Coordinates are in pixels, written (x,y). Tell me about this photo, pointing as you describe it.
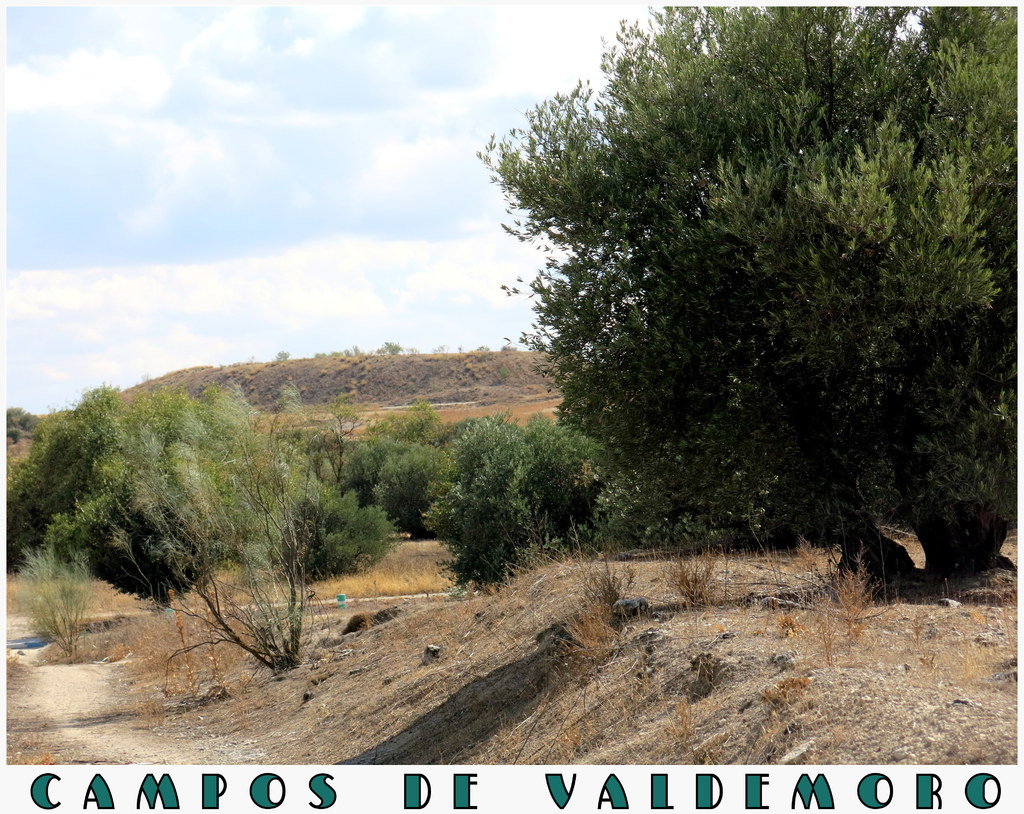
In this image we can see few trees (589,522), stones (621,608) on the ground (509,598) and the sky (349,294) with clouds (335,294) in the background (403,148) and some text (43,786) at the bottom of the image (680,792).
